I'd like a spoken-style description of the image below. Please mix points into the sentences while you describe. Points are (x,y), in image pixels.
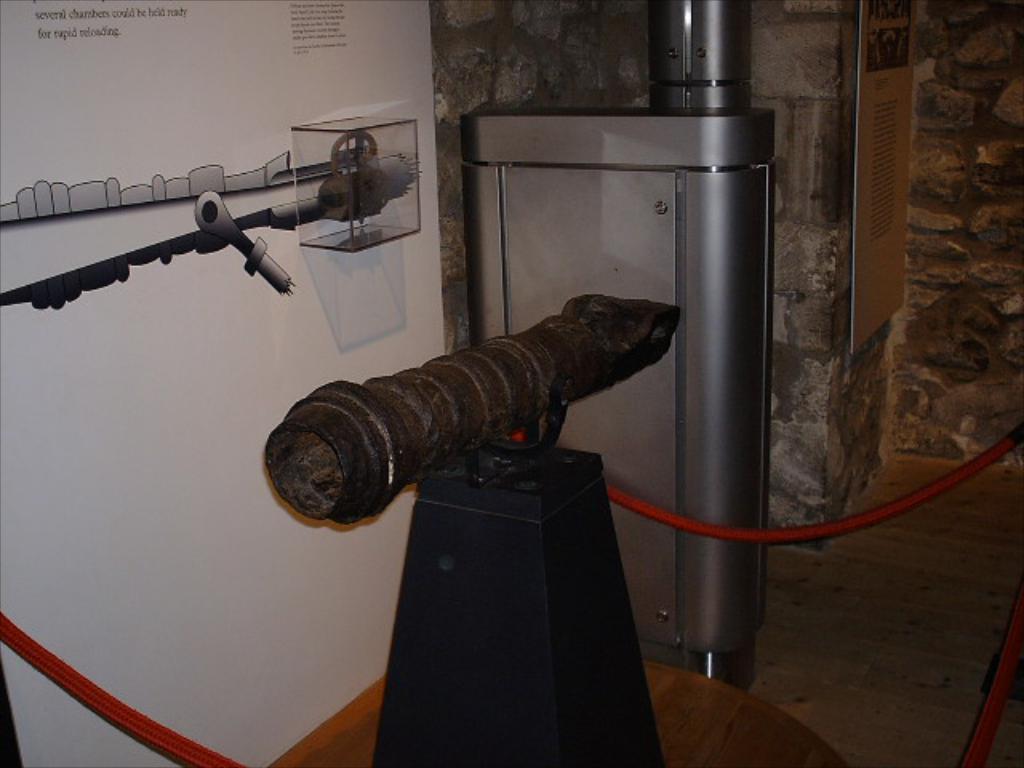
In the image there is a stand (460,541) with an object (440,452) on it. Around the object (399,480) there is a rope (833,523). Behind that there is a machine (690,328). And in the background (867,111) there is a board (876,193) with some text (886,132) on it. And on the left side (23,253) the image there is a poster (213,269) with images (53,208) and some text (58,35) on it.
